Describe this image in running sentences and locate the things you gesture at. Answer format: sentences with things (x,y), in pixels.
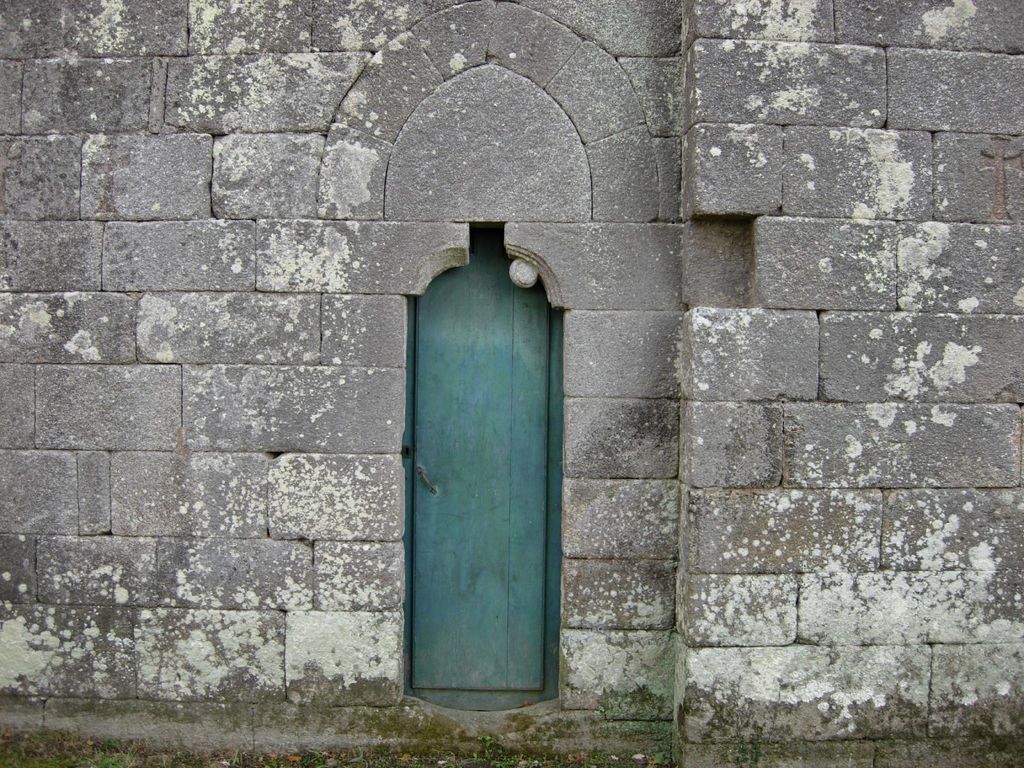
In this picture we can see a door (437,642) and a wall (725,484).
